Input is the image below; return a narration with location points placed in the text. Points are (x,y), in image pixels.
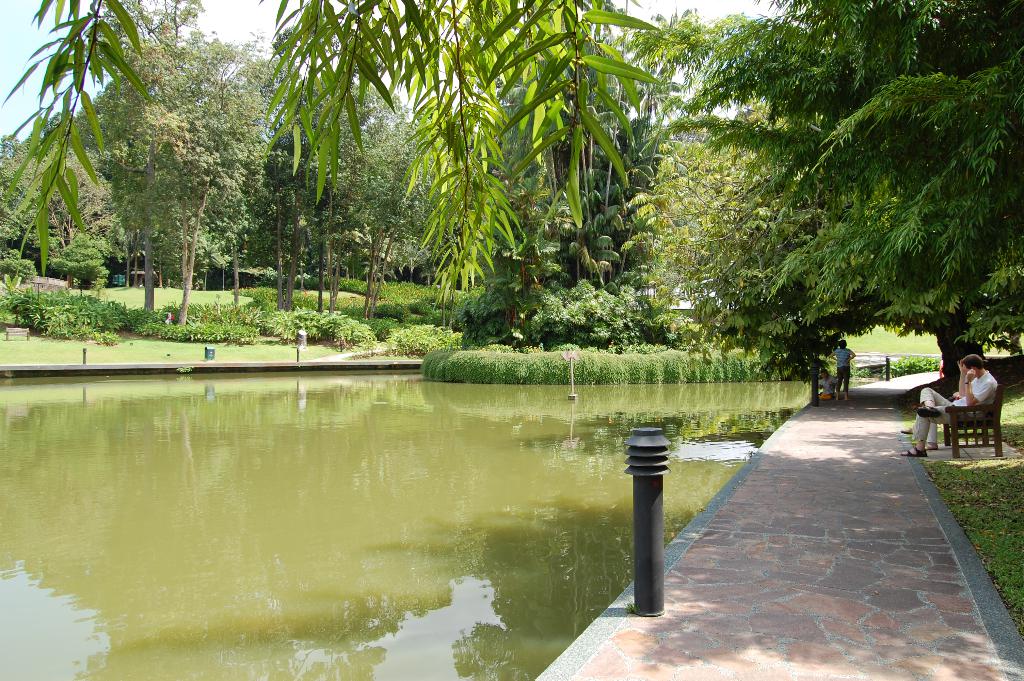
At the center of the image (367,454) there is a pond (381,503). On the right side of the image (963,407) there is a person (967,396) sitting on the bench (966,434). In front of the person (917,427) there is a pavement (830,475), on the pavement (815,597) there are another two persons (837,378). In the background (383,243) there are trees (462,265), plants (250,293) and grass (171,297).
